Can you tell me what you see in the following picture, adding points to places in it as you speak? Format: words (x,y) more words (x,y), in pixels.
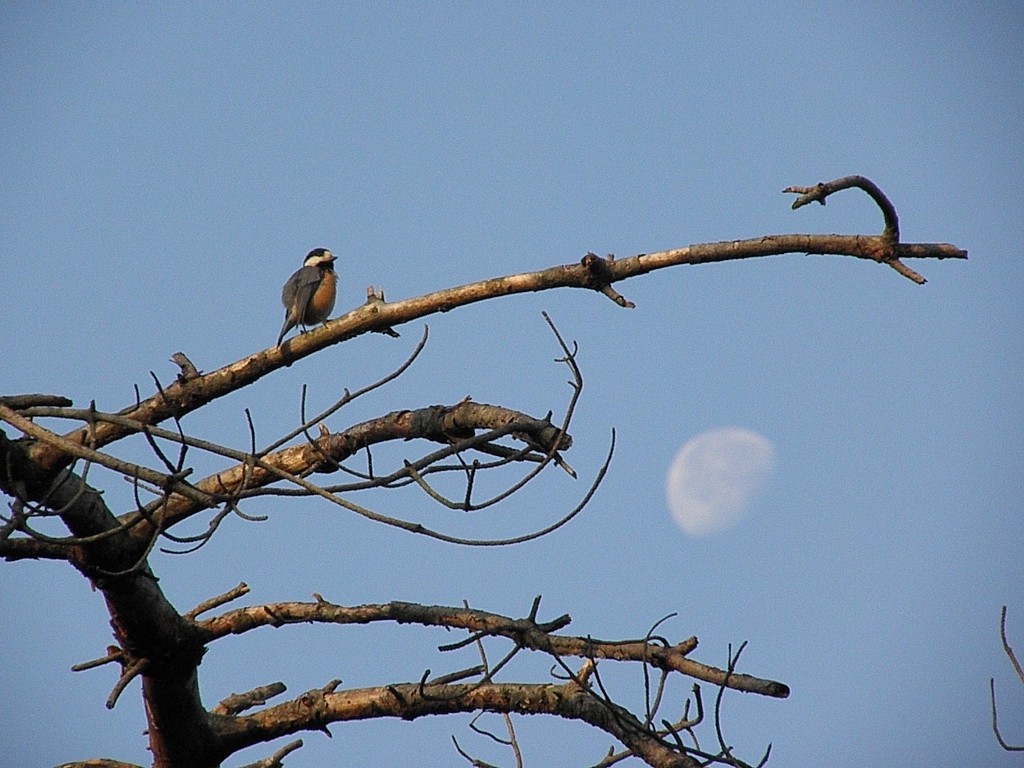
In this picture I can see a bird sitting on the branch (322,333) of a tree (286,350) in the middle (414,314). At the top (536,182) there is the sky (587,176).
